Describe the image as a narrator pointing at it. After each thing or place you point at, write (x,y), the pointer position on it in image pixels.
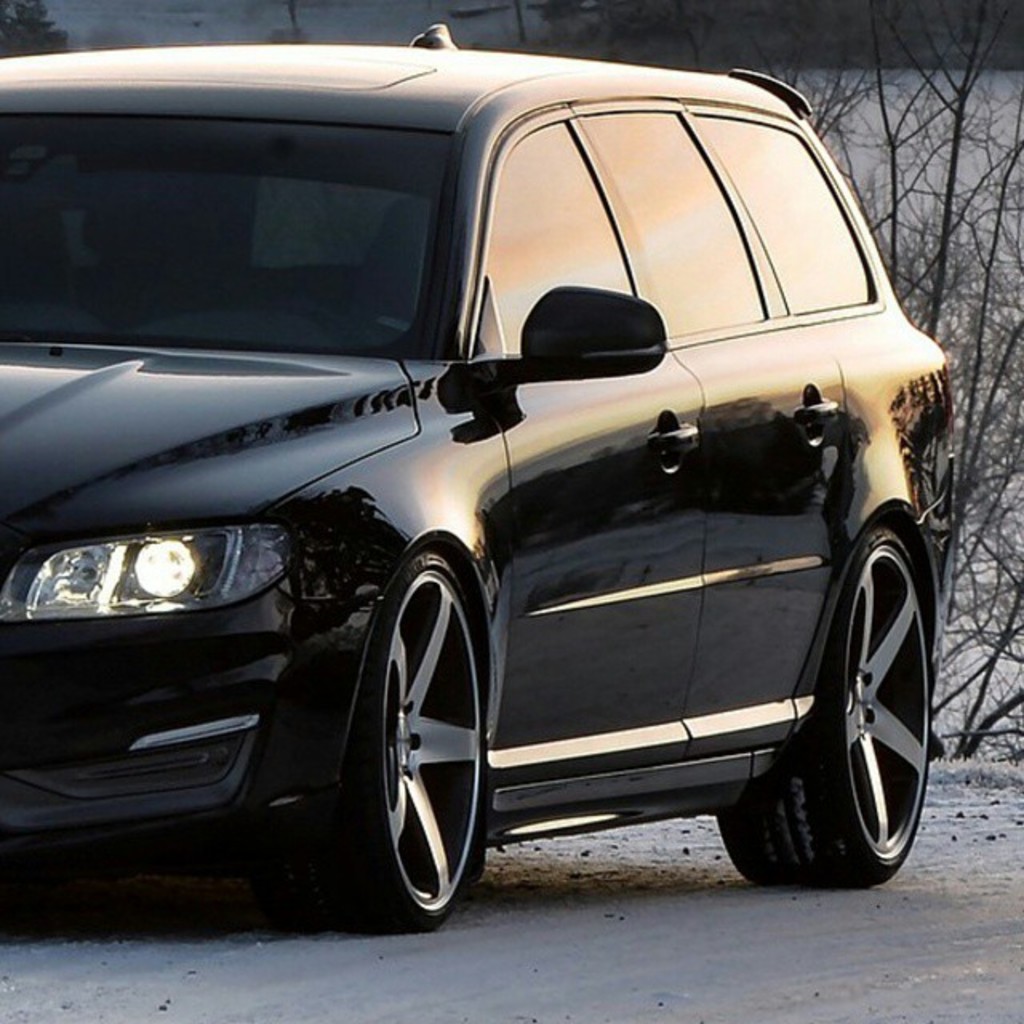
In the picture we can see a half part of the car (806,600) which is black in color with head light (15,586), side mirror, windshield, and wheels (845,603) and behind it we can see a dried plants (973,525) and white surface (866,975).
